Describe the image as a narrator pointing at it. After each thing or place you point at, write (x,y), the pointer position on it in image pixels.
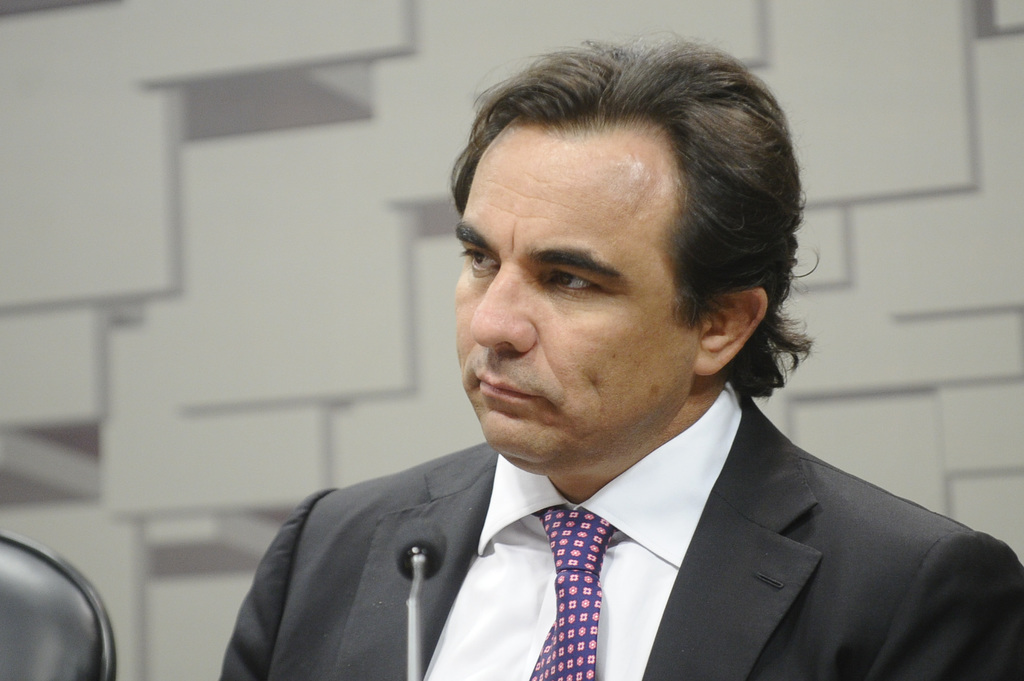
In this picture we can see a man (449,574) wore a blazer (446,563), tie (563,550) and in front of him we can see a mic (408,573) and in the background (330,208) we can see the wall (341,142).
